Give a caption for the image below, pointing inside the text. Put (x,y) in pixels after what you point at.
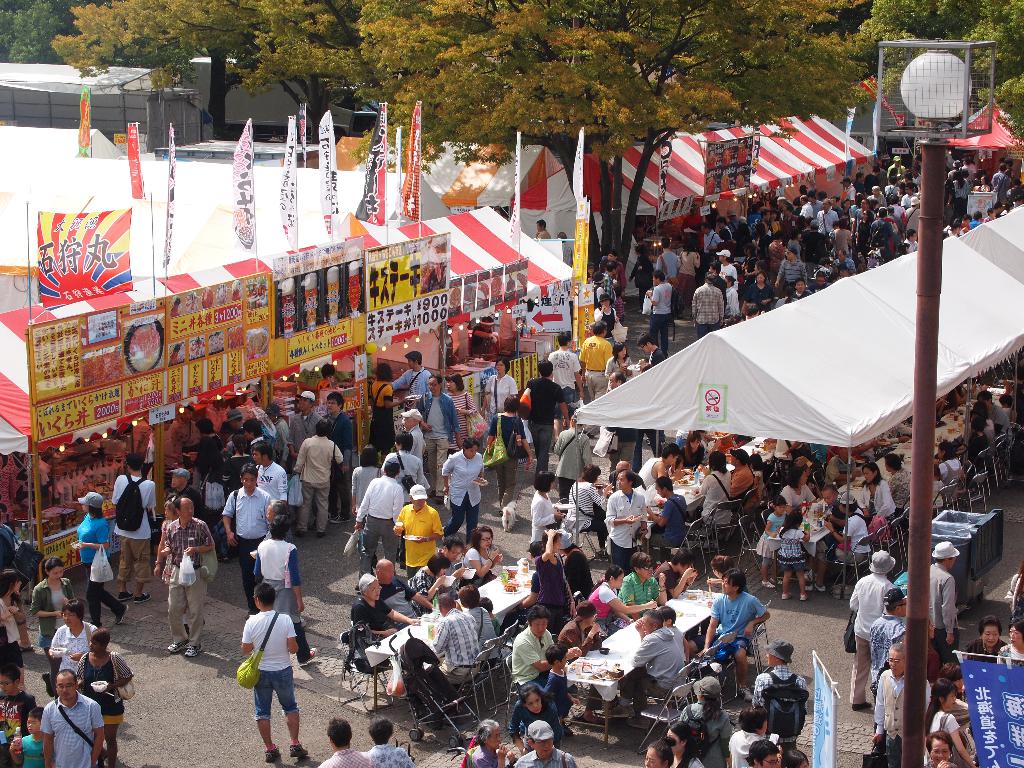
This is an outside view. Here I can see a crowd (562,471) of people (510,402) standing on the ground (214,699). There are few tents (712,424). Under the tent (732,414) few people (876,494) are sitting on the chairs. Few people (574,587) are sitting around the tables (498,576). On the tables (396,640) there are few food items (584,668). On the left side (202,372) there is a food stall (234,375). At the top of the stall (214,307) there are few flags (132,171). At the top of the image (390,40) there are many trees (447,59). On the right side (911,524) there is a light pole (923,590).
